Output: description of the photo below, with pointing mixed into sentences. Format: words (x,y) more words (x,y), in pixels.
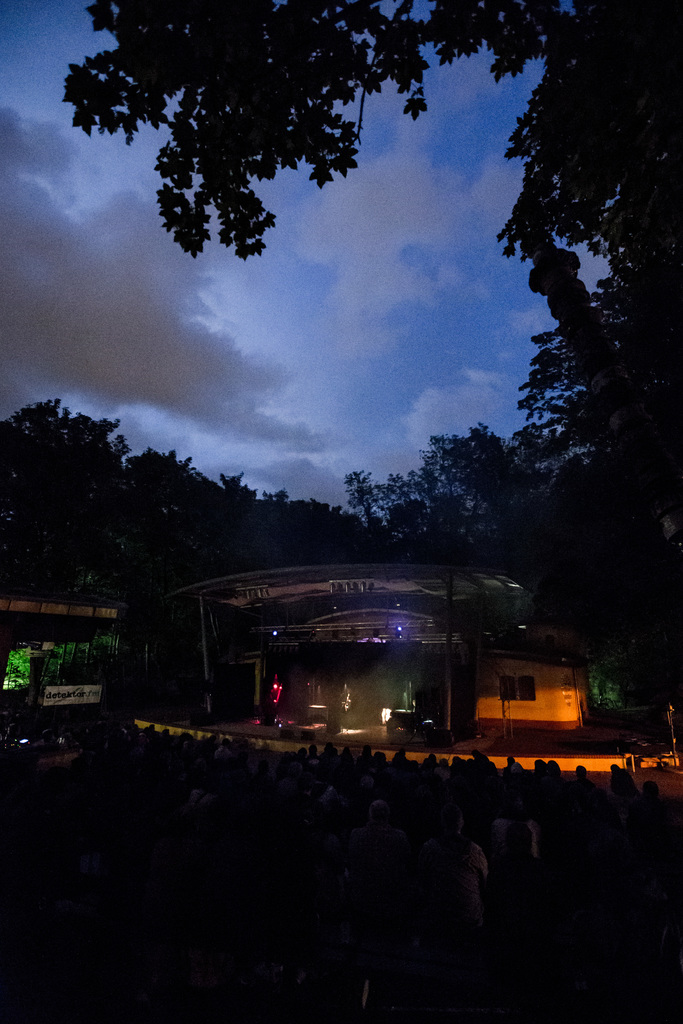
In this picture I can see the shed (451,650), beside that I can see many trees (436,545), plants (616,597) and grass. On the left (86,169) I can see the sky (275,208) and clouds (55,345).
